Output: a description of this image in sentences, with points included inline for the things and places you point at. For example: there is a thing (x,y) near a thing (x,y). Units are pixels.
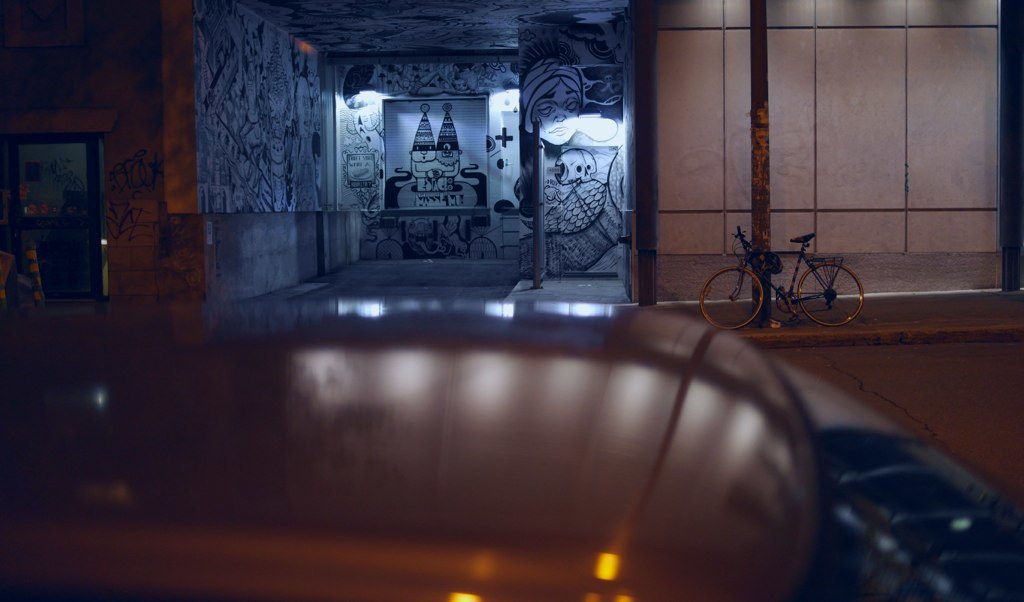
To the bottom of the image (941,464) it is blurry. In the background (95,239) to the left corner (91,168) there is a window (87,223) to the wall (181,154). And beside the window (49,166) there is a wall (231,95) with graffiti (239,142). And to the right of the image (763,101) there is a pole (763,242) with bicycle (785,288) attached to it.
